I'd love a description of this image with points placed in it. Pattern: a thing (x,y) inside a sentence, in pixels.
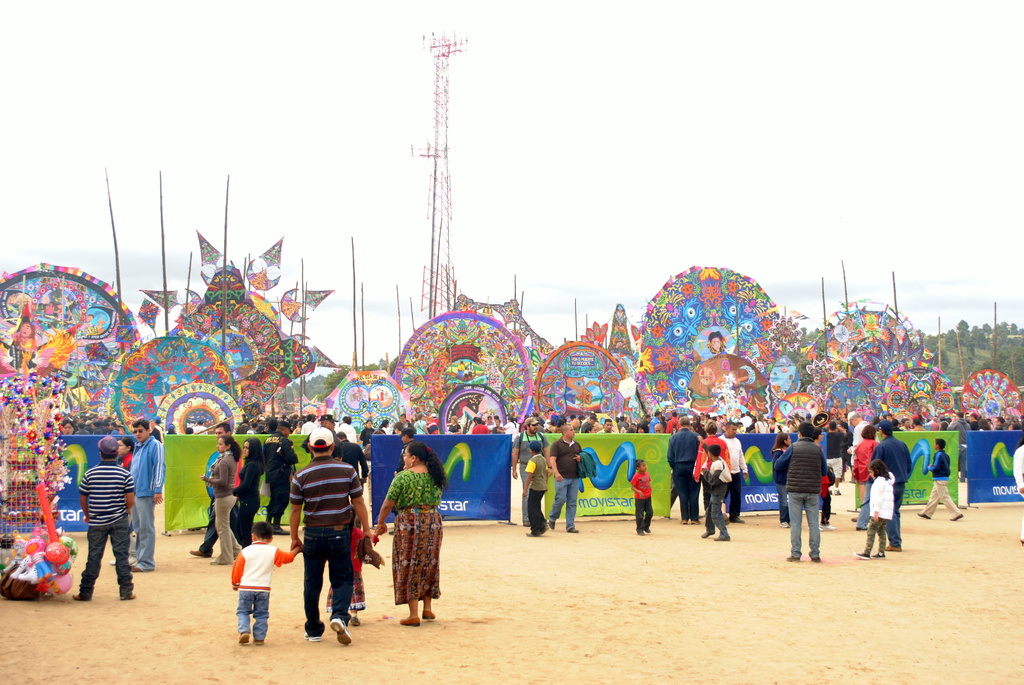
Here we can see group of people (681,478), designed boards (172,342), banners (923,487), toys (22,512), poles (227,185), and trees (963,339). There is a tower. In the background (479,186) we can see sky (13,123).
